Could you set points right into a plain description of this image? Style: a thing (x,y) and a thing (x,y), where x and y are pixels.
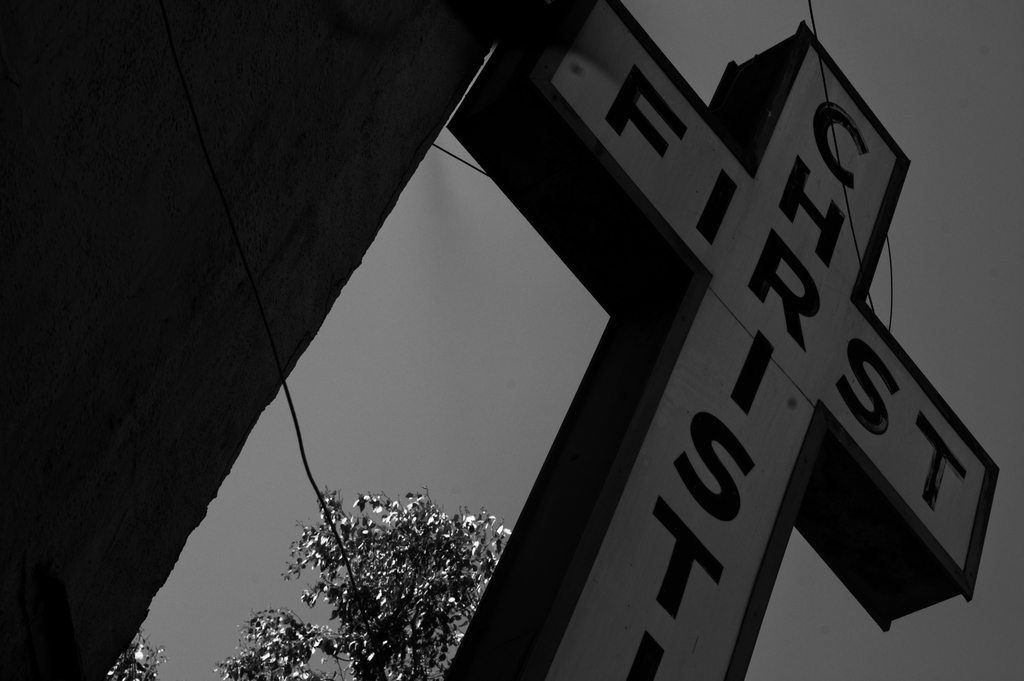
In this there is a display board (768,313), behind the display board (661,474) there is a tree (373,569).
